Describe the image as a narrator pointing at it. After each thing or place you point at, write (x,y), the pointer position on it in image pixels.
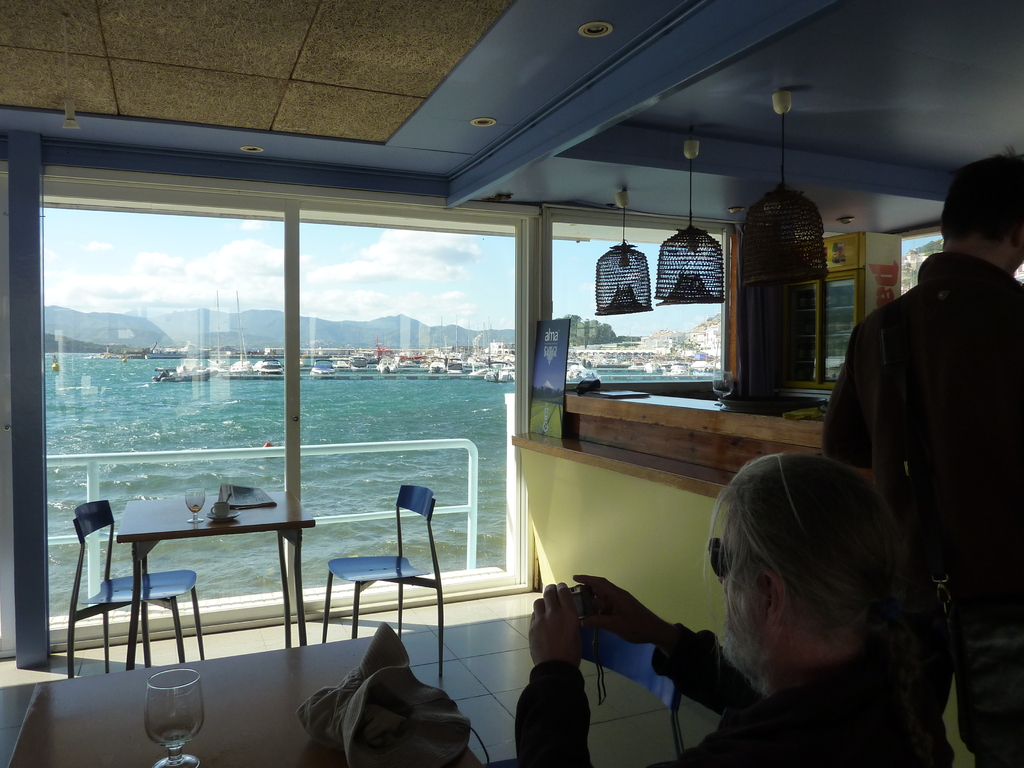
In this picture we can see two people (857,534) a person (749,634) is seated on the chair (643,683), in front of the seated person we can see a bag (386,725) and a glass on the table (292,754), and also we can see water (264,428) and couple of buildings (311,350).
